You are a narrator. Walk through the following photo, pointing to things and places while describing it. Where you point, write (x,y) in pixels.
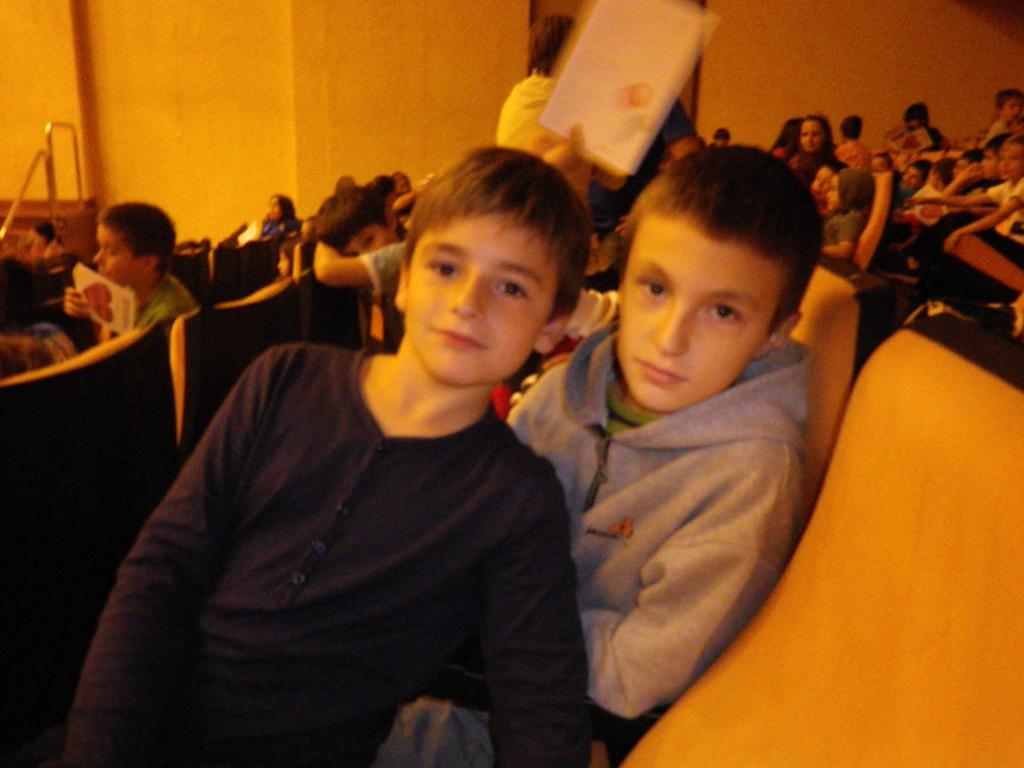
In the foreground (284,308), I can see a group of people (450,477) are sitting on the chairs (844,437). In the background (372,112), I can see a wall (364,158) and metal rods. This image is taken, maybe in a hall (353,359).
